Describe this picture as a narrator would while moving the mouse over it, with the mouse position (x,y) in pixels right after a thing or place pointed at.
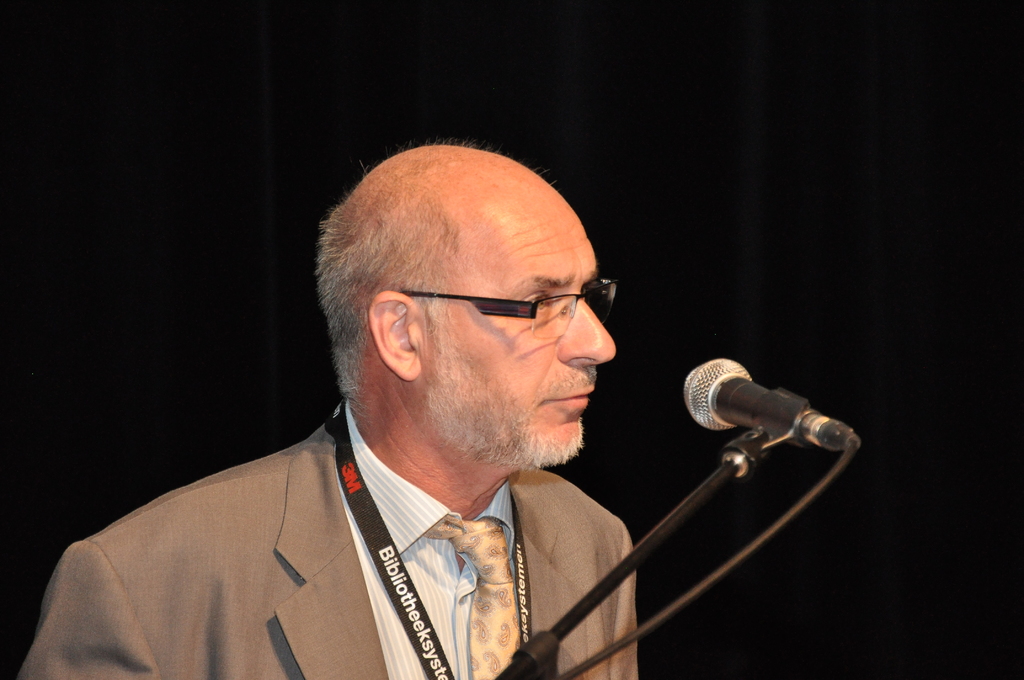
In the image there is a man (463,425) with spectacles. And around his neck (398,465) there is a tag (406,610) with some text (414,625) on it. And in front of the man (472,659) there is a stand (576,615) with a mic (696,397). Behind him there is a dark background (976,572).
